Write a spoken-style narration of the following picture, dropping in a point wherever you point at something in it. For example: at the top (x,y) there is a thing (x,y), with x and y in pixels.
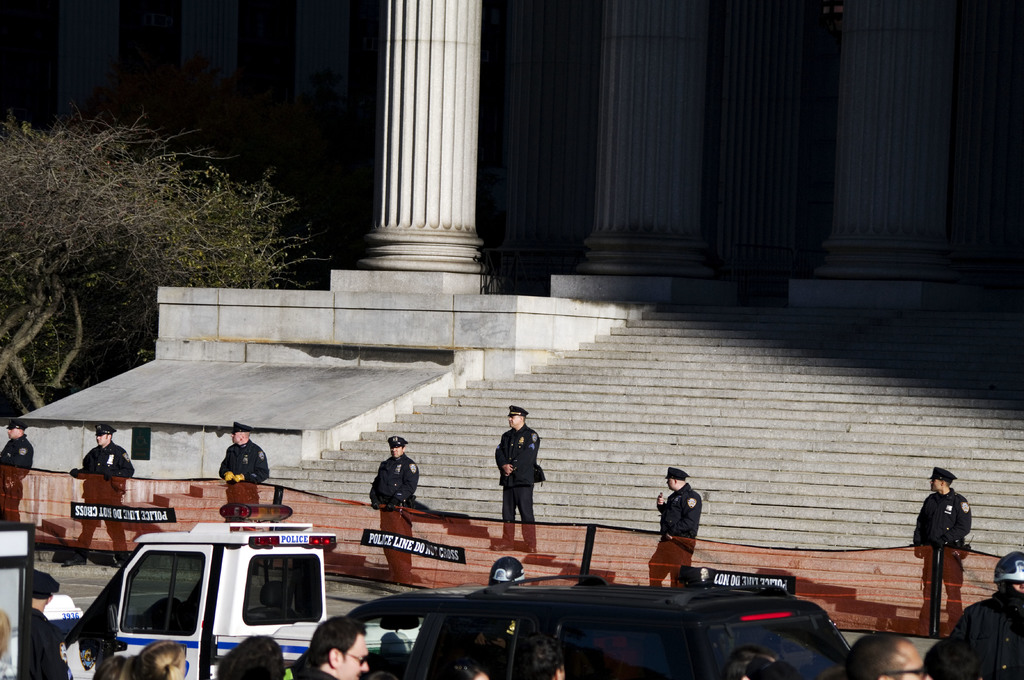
This picture is clicked outside. In the foreground (656,619) we can see the group of persons (962,626) and some vehicles (225,581). In the center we can see the group of persons (930,503) wearing uniforms (533,447) and standing on the ground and there is a red color net (646,561). In the background (836,252) we can see the building (590,156) and pillars (662,220) and stairs (788,329) of the building (608,139) and we can see the tree (50,231).
